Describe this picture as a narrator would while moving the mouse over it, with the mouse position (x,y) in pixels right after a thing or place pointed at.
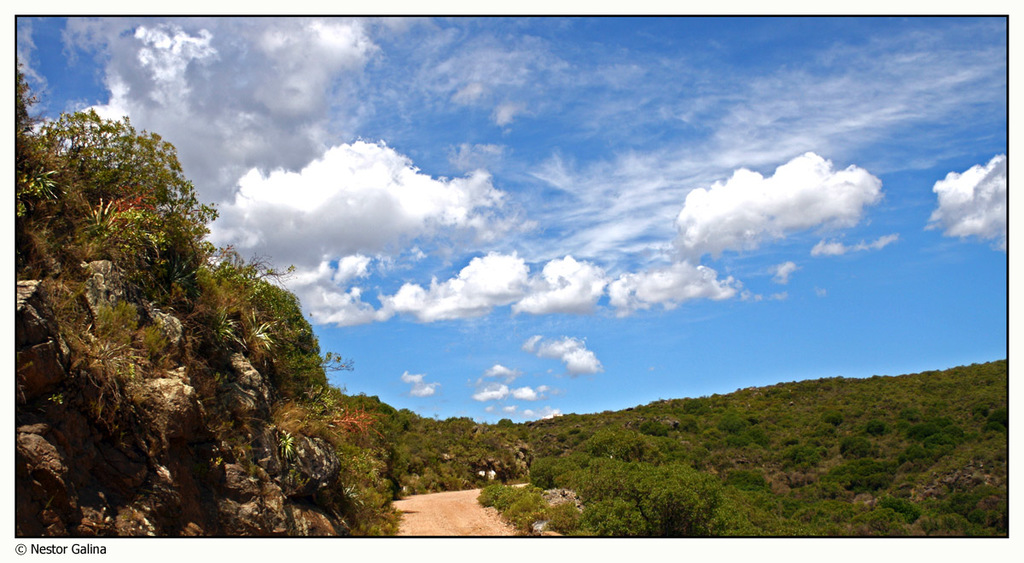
In the picture we can see trees (732,495), plants (152,266), and rocks (303,458). In the background (360,270) there is sky (628,256) with clouds (762,138).
